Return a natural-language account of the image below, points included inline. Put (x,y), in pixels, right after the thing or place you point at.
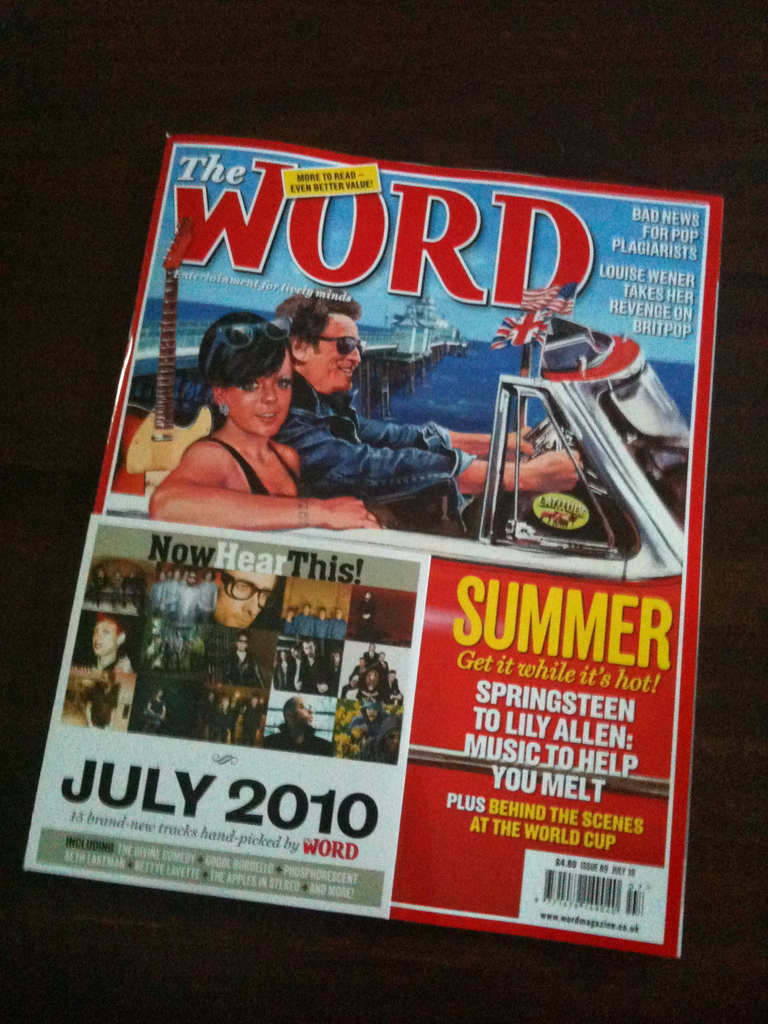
In the image there is a magazine (355,499) with two persons (467,465) going in the car (527,417) above and below there is a photo grid image (215,704) of various persons (228,601) on it.
